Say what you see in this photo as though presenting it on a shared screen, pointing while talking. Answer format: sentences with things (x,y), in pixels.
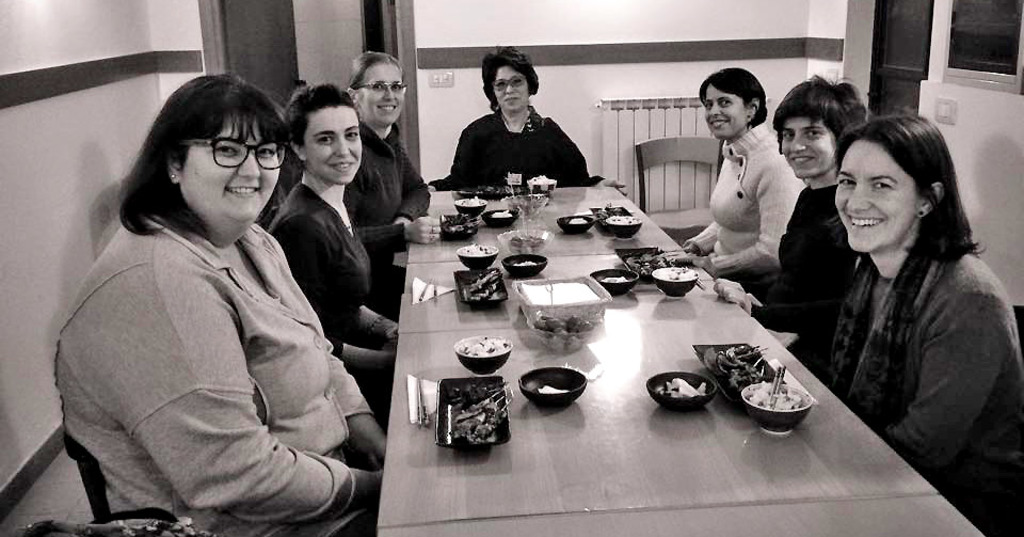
It is a closed room (324,239) where seven women (321,347) are there in front them there is a table (438,330) and there are cups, plates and some food (496,416) on it. On the right side of the picture (694,232) there is one chair (675,214) behind them and the person (534,130) in the middle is wearing a glasses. On the left corner of the picture (60,167) behind them there is a wall (76,144).
